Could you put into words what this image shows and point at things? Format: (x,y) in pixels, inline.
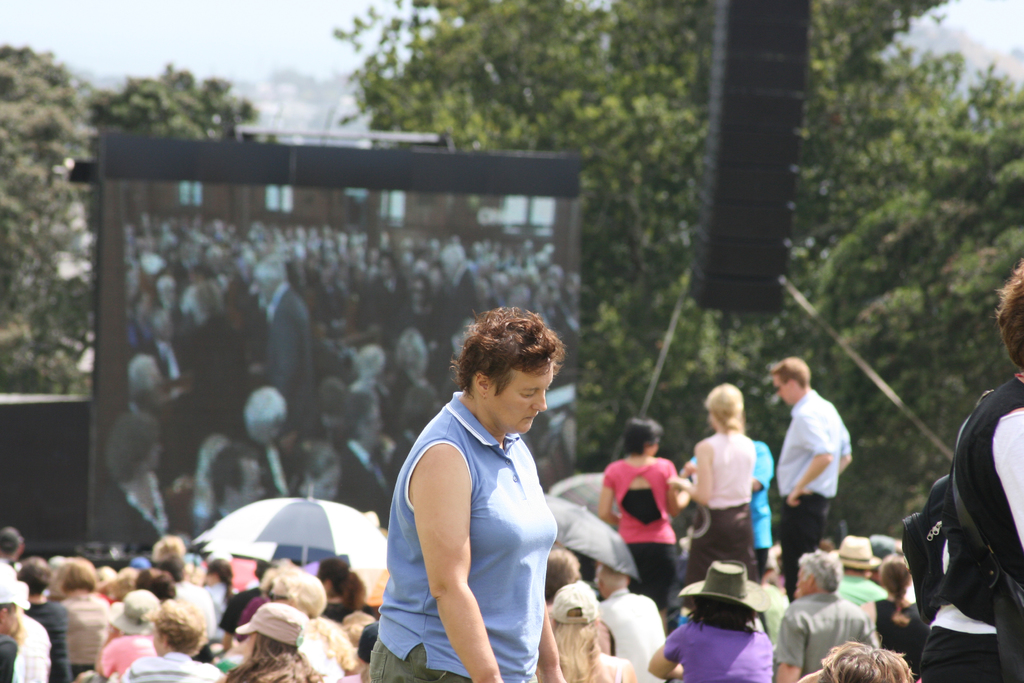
In the foreground (538,557) we can see a person (504,519) wearing blue shirt (479,598) is standing. In the center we can see group of persons (560,642), umbrellas (610,552). One person (715,594) in violet t shirt (737,637) is wearing a hat (743,593). One person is carrying a bag (916,532). In the background (745,213), we can see a screen (372,353), speakers (761,273), trees (890,223) and the sky (181,62).
